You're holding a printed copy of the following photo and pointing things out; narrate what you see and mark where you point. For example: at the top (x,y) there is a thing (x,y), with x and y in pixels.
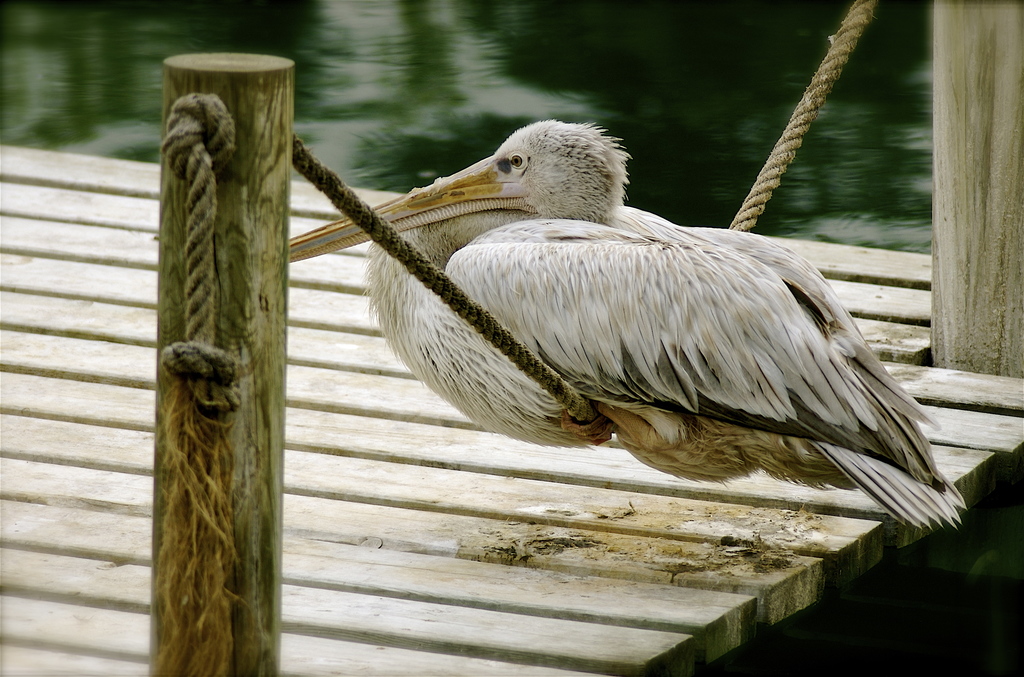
In the center of the image (604,340) we can see a pelican (588,346) on the rope (544,373). At the bottom (521,592) there is a bridge (371,542) and we can see logs (254,225).
